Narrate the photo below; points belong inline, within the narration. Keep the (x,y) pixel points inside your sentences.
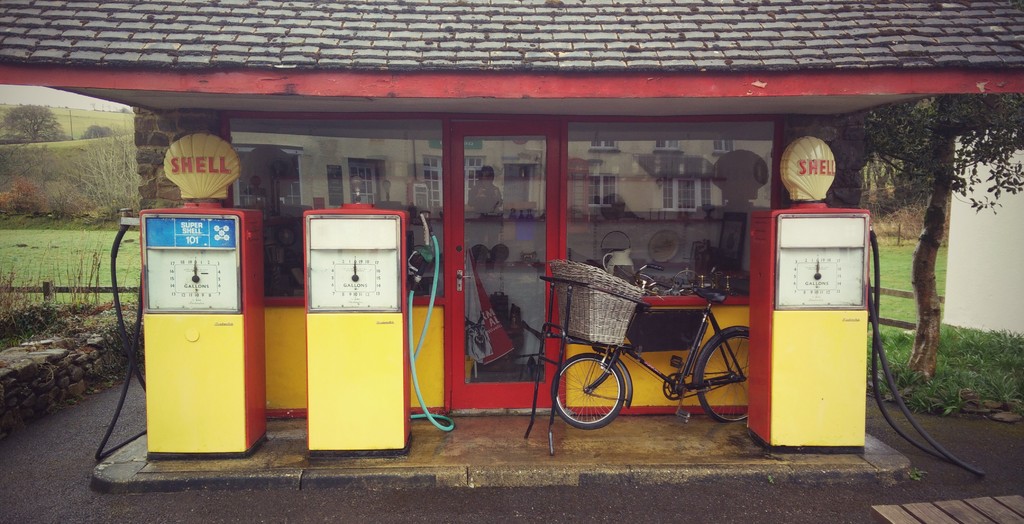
In the picture we can see gas filling station (596,189), there is bicycle (610,306), glass door (472,192) in which there is reflection (484,190) of building (504,189) and in the background of the picture (47,153) there are some trees (39,134).
